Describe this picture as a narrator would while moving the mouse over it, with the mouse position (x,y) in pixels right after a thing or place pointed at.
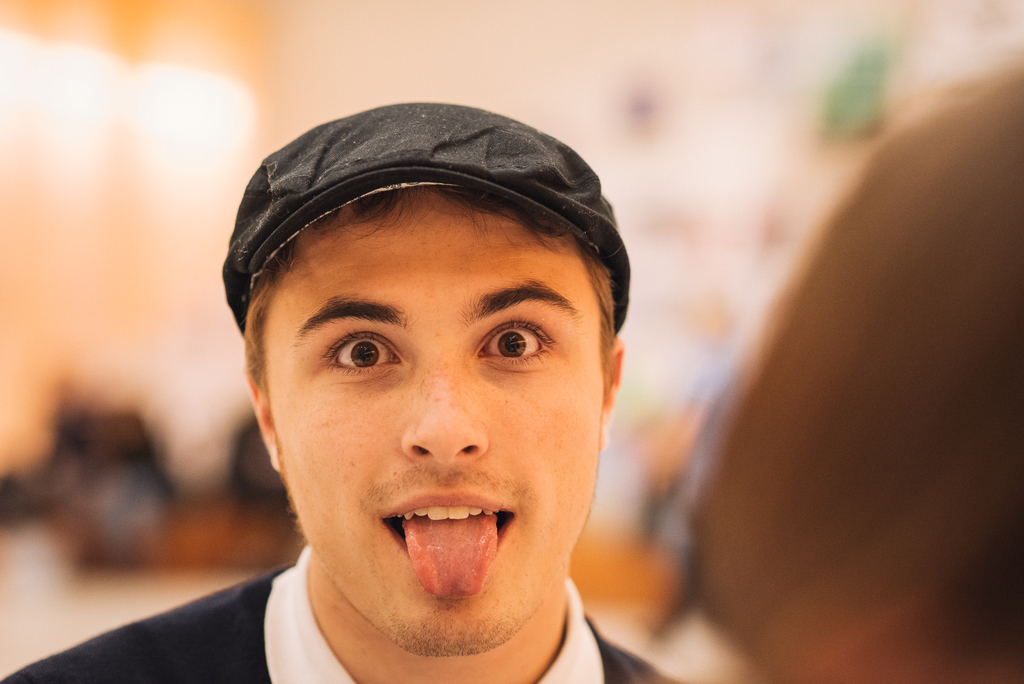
As we can see in the image in the front (391,308) there is a man (299,513) wearing black color jacket (187,631) and the background (148,93) is blurred.
